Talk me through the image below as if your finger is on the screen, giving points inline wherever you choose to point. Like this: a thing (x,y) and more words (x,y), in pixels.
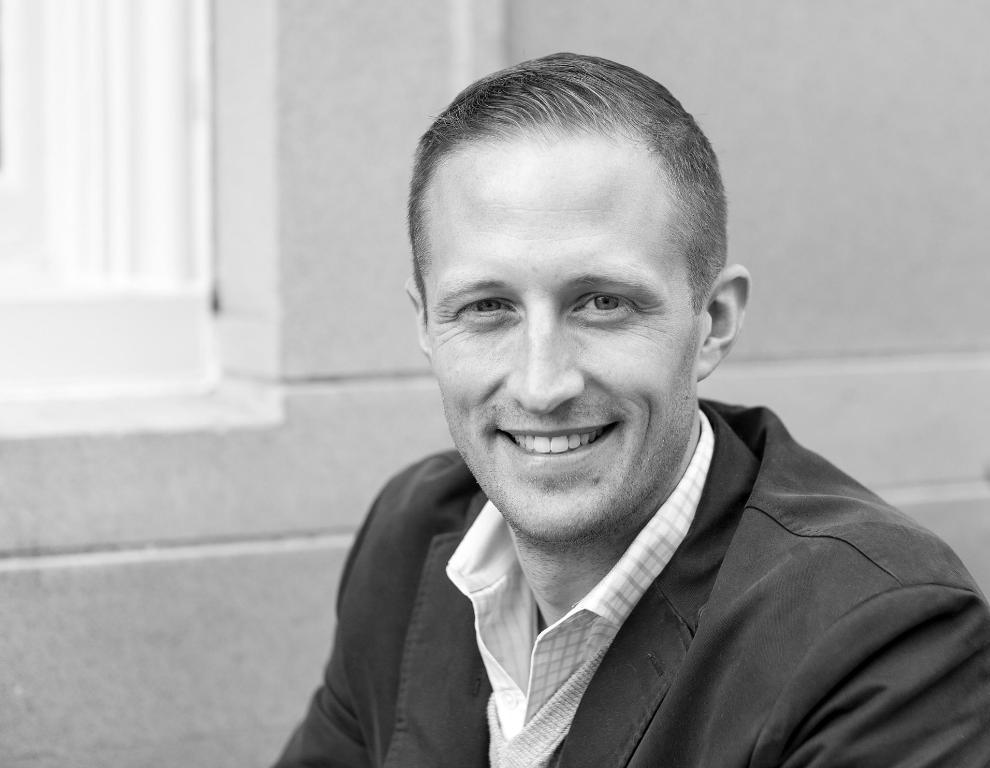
In this image we can see a person (638,538) and there is a wall (696,64) and a window (178,276) in the background (212,450).
